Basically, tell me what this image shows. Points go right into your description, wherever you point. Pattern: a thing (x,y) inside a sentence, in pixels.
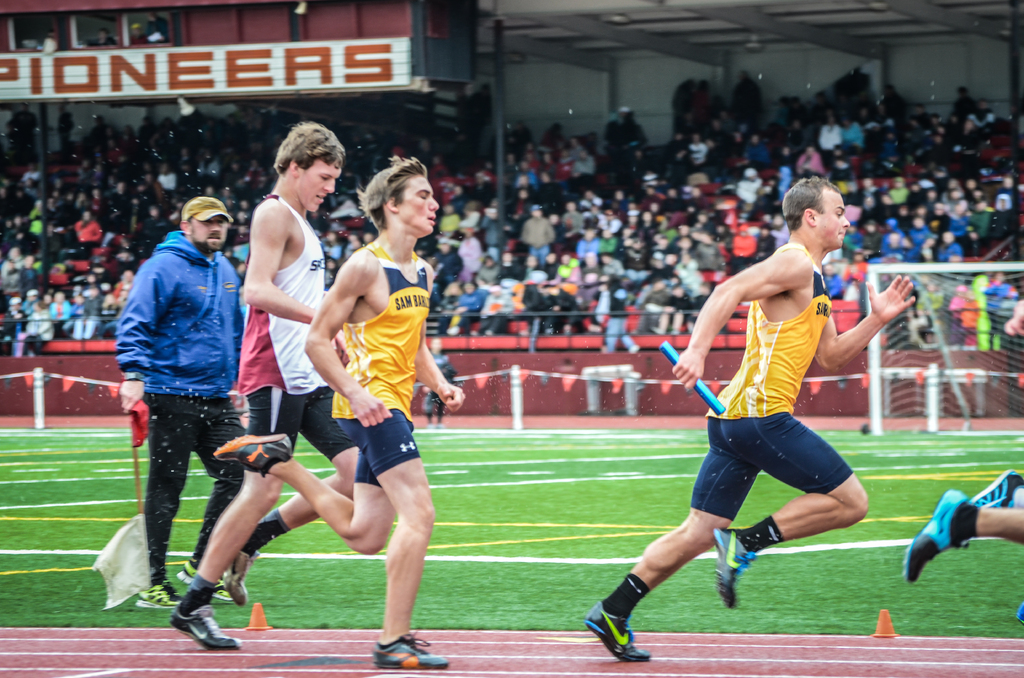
In this picture we can see few people (367,451) are running in a ground (440,610), side so many people (527,224) are sitting in a chairs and watching.
